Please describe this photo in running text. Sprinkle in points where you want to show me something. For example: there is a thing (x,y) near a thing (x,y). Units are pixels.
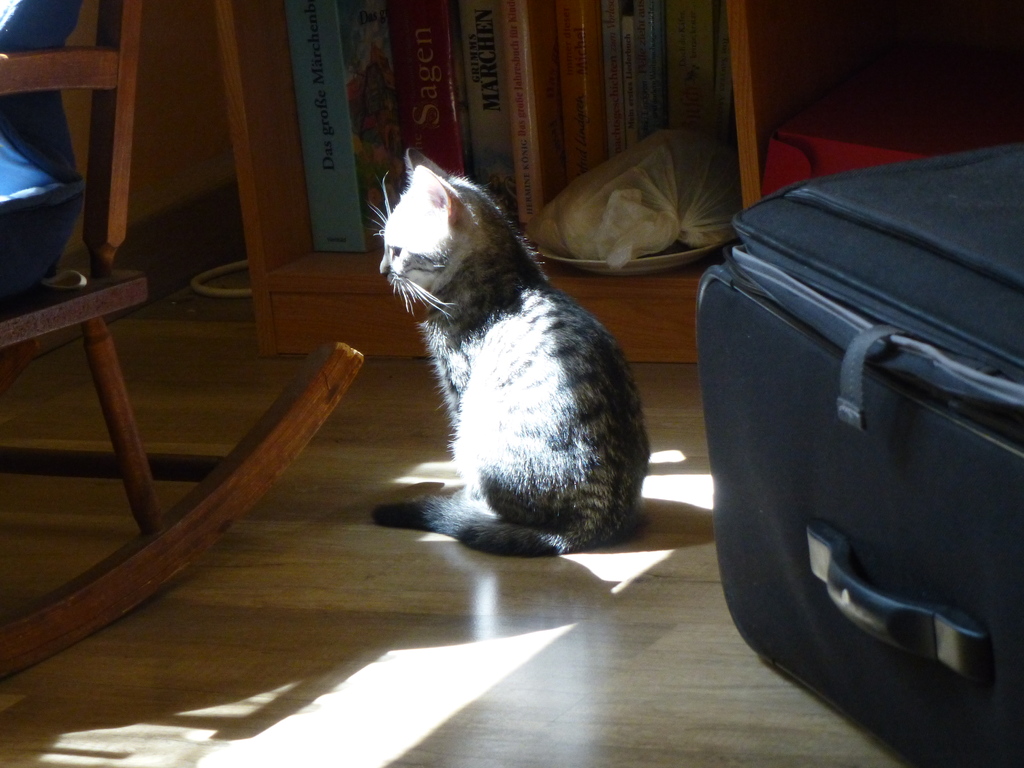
In this image there is a cat (490,355) in the middle (508,438). On the right side (825,322) there is a luggage bag (864,372). On the left side (136,288) there is a wooden chair (94,225) on which there is some bag (53,188). In the background (611,152) there is a cupboard (519,88) in which there are books (608,108). Beside the books (578,93) there is a plate (656,260) on which there is a cover (667,199).
